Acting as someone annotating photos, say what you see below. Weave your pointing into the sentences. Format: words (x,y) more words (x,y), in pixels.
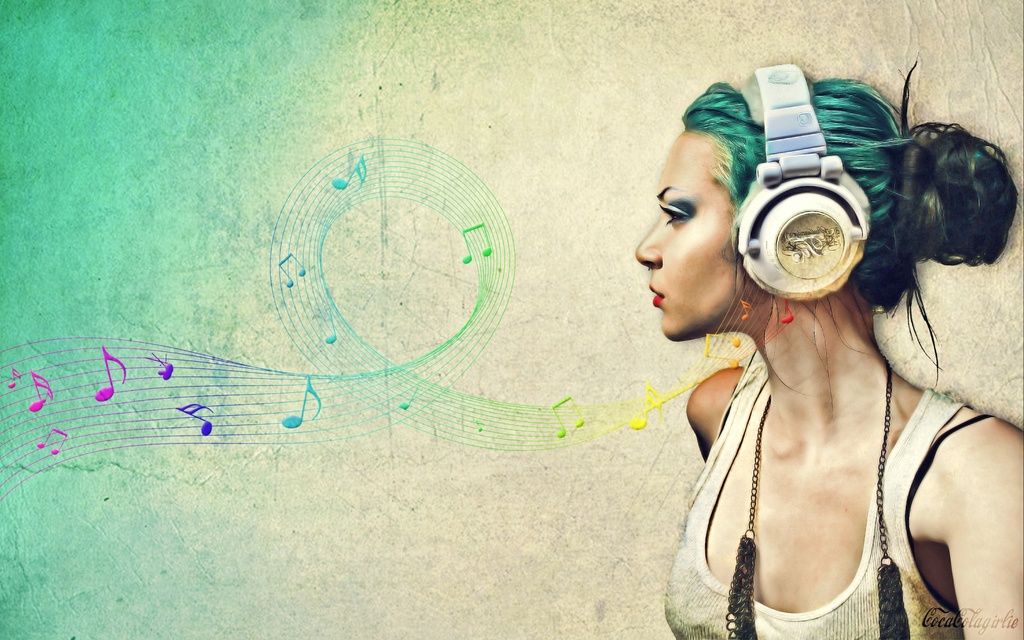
This is an edited image, in this image, on the right side (769,327) there is a lady (882,411) standing, in the background (675,80) there is a wall (423,424) and there are some musical notes (485,250), on the bottom right (949,616) there is some text (935,626).
